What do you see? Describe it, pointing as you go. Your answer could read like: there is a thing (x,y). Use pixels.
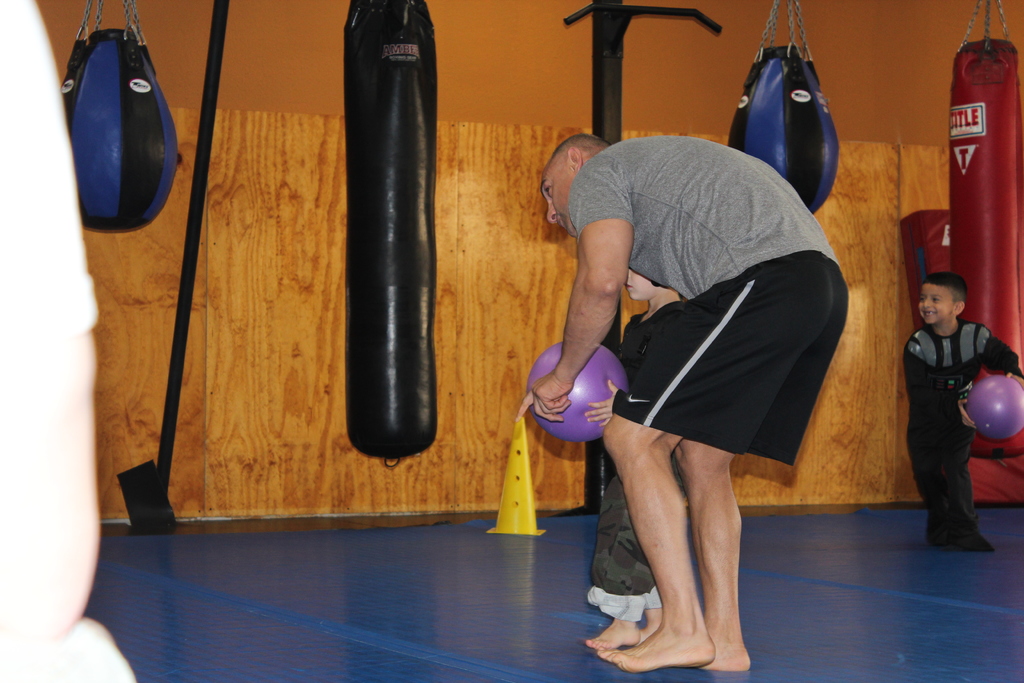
In this picture I can see a man (758,342) and two boys (928,461) holding the balls (550,430), there are boxing speed balls (792,50) and punching bags (1016,444), and some other items (606,51).
